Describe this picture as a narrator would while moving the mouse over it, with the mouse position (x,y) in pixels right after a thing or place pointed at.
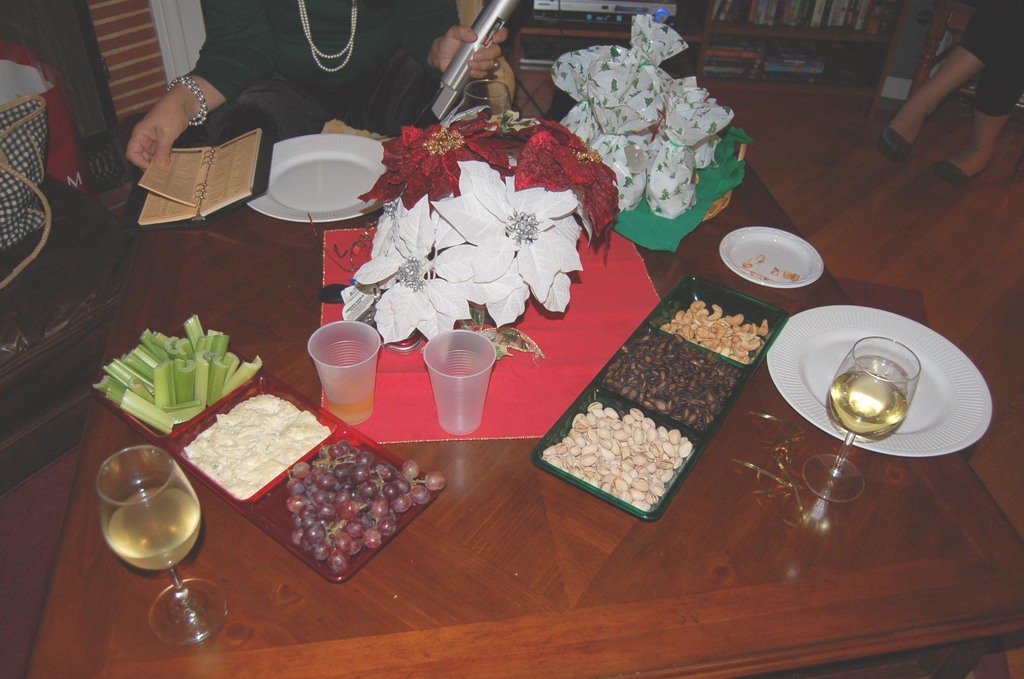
In the image there is a person (368,92) sitting in front of a table (418,590), on table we can see a book (230,183), plate (310,189), flowers (502,245), tray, wine glass (855,407). On right side (1010,47) there is a another person (994,89) standing in background (872,26) we can see a books (762,24) on shelf (833,57).
